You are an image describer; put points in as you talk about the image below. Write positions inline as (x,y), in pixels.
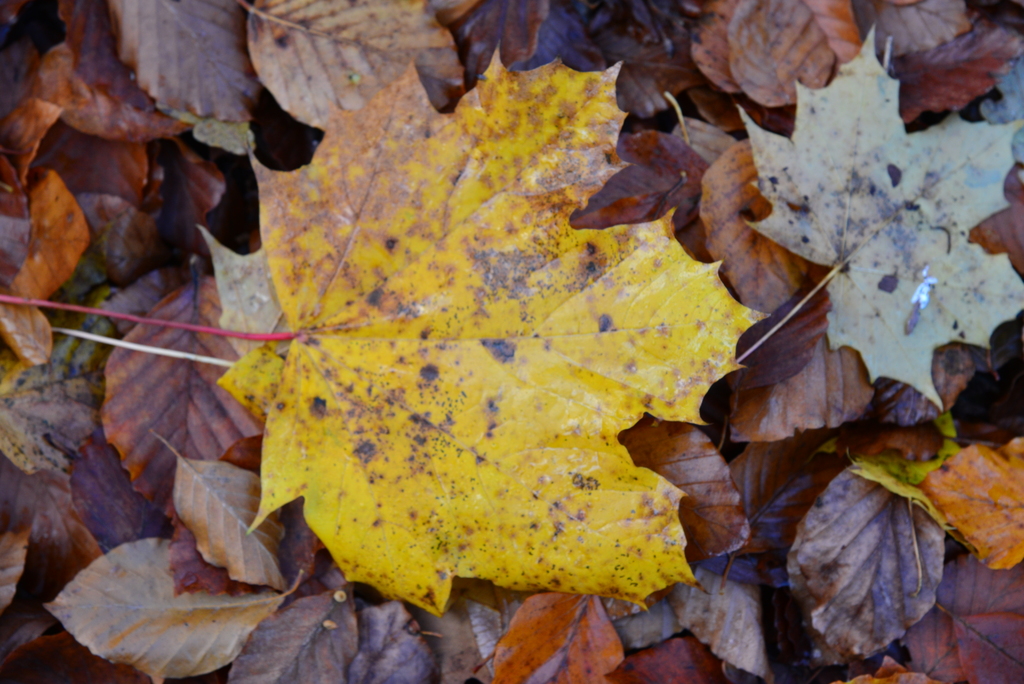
In this image I can see the leaves (542,425).
